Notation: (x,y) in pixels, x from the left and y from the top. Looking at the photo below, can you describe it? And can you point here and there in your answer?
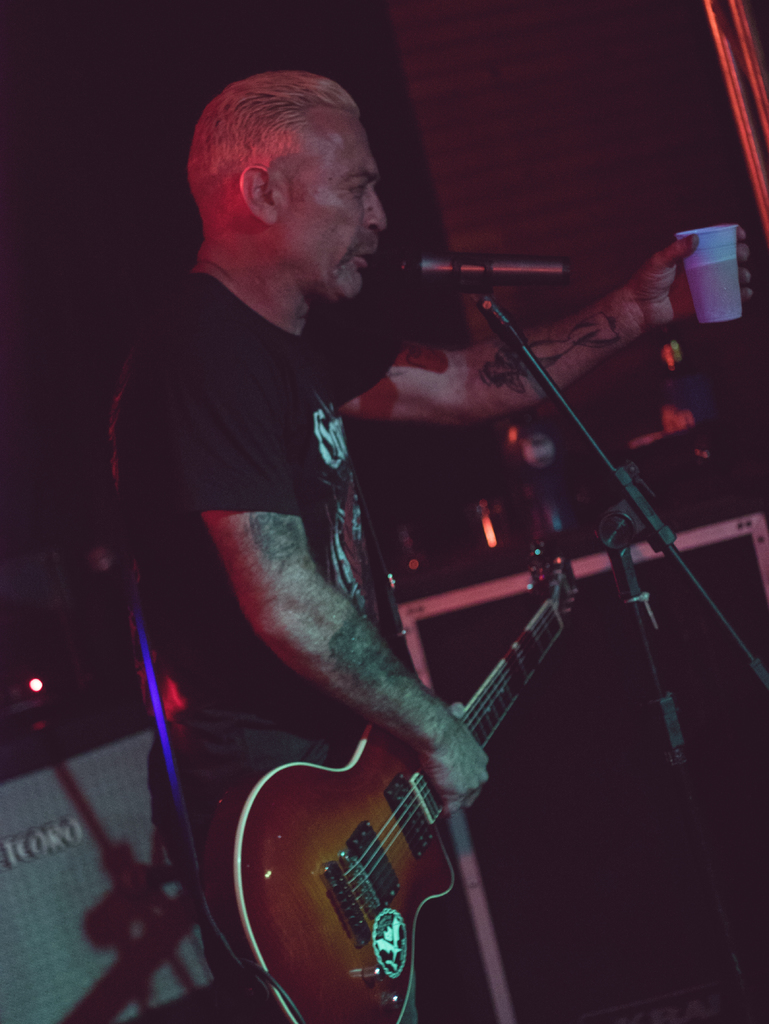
This is the picture of a guy (293,488) in black shirt (327,530) holding a guitar (332,803) in his right hand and a glass (686,271) in his left hand (686,281) and standing in front of the mic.
